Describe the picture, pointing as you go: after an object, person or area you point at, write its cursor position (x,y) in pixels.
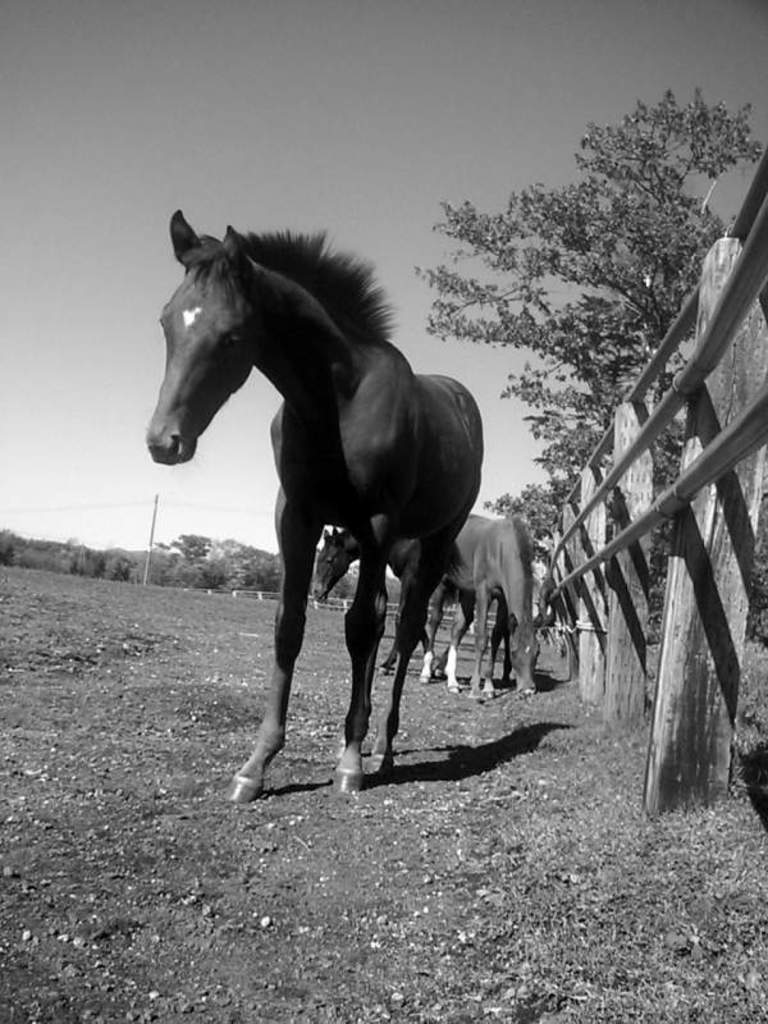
In this image, we can see few horses (369,596) on the ground (378,874). On the right side (598,530), we can see fencing (596,580). Background we can see trees (194,551), pole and sky (97,36). It is a black and white image.
